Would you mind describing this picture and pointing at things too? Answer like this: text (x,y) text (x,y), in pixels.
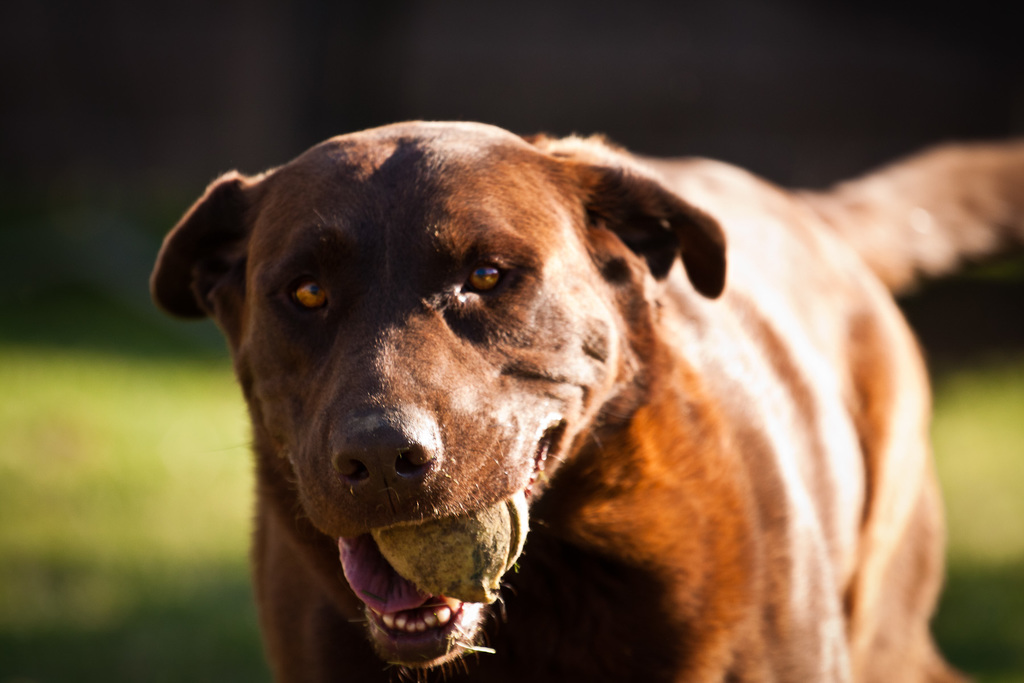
In this image there is a dog (591,423). There is an object (458,567) in its mouth (532,439). Behind it there's grass (87,495) on the ground (126,428). The background (460,82) is blurry.
